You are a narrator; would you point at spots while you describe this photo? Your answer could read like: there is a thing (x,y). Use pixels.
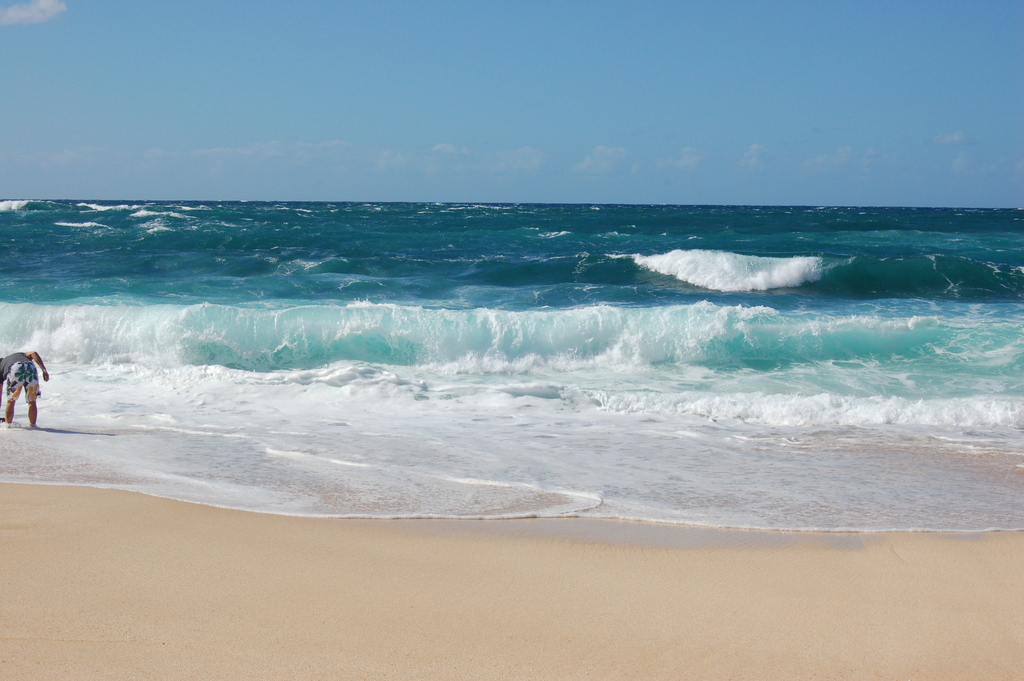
In this picture we can see a person (20,385) is standing in the water (13,436). At the bottom of the image (264,666), there is sand (323,571). At the top of the image (265,82), there is the sky (210,144).
